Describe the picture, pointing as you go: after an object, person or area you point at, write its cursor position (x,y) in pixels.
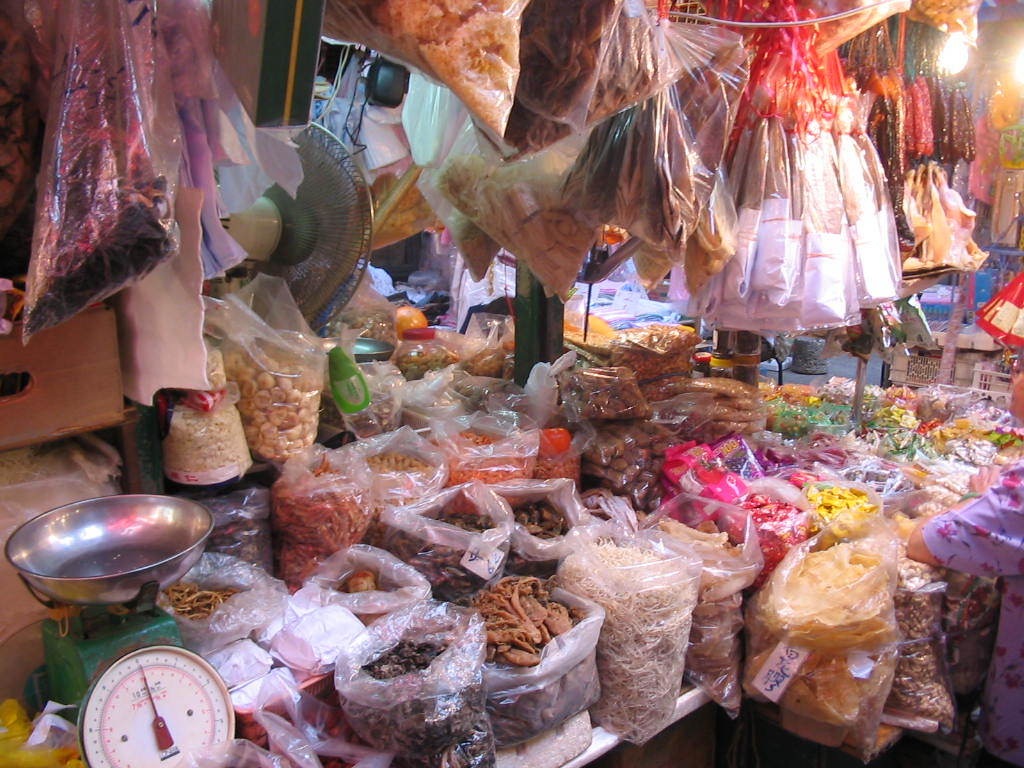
In this image I can see a table (610,740) and on the table (610,740) I can see number of plastic cover (635,613) with few objects (663,573) in them. I can see a weighing machine (149,652) which is green and white in color, a table fan (277,231), few lights (945,64) and few other objects (671,140) hanged.
